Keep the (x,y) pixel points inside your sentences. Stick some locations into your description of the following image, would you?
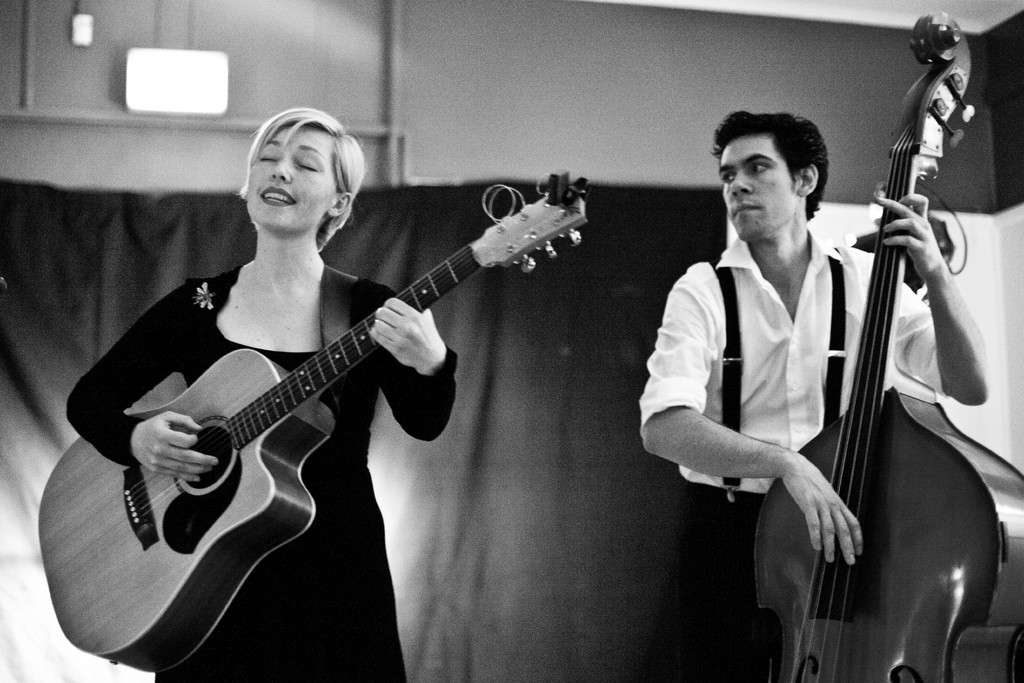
This is a black and white picture. On the background (507,74) there is a wall (522,75) and a curtain (562,379). Here we can see a man (773,333) and a woman (282,284) standing and playing musical instruments (147,481).
